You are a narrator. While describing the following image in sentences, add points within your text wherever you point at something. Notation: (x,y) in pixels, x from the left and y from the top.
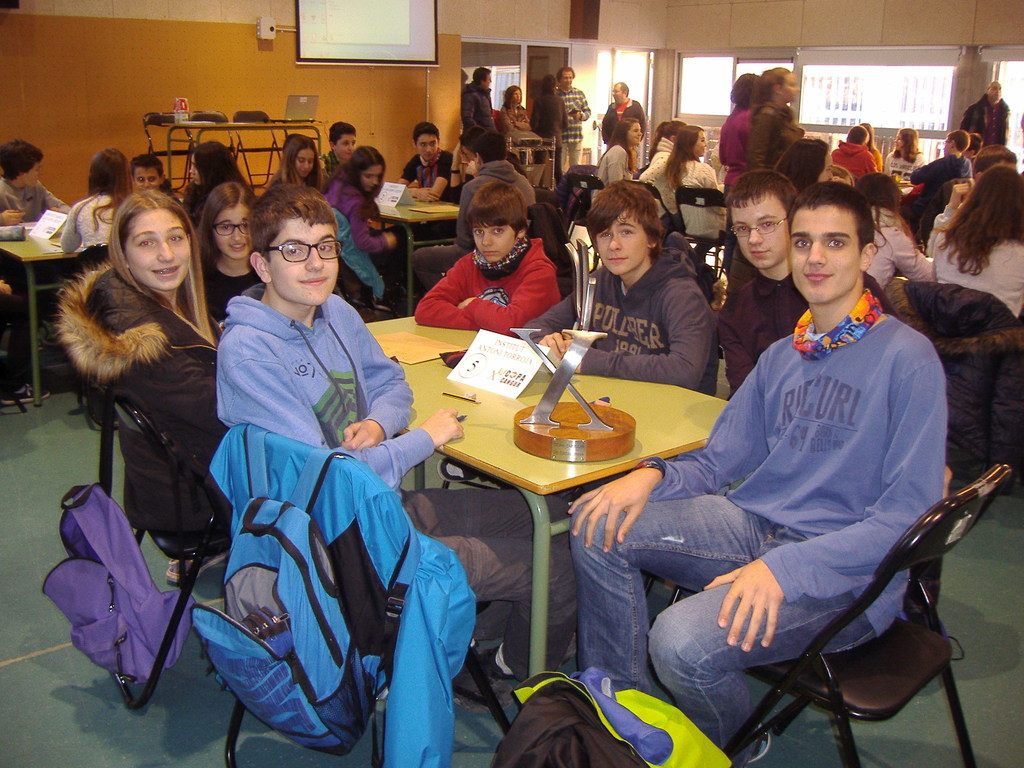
In this picture I can see group of people (476,519) among them some are standing and some are sitting on chairs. I can also see tables (537,538) on which I can see some objects (560,419). In the background (342,101) I can see a wall (194,106), chairs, windows (815,111) and projector screen (351,48). In the front of the image (229,688) I can see bags (229,643) and some clothes (406,655) on the chairs (180,546).
